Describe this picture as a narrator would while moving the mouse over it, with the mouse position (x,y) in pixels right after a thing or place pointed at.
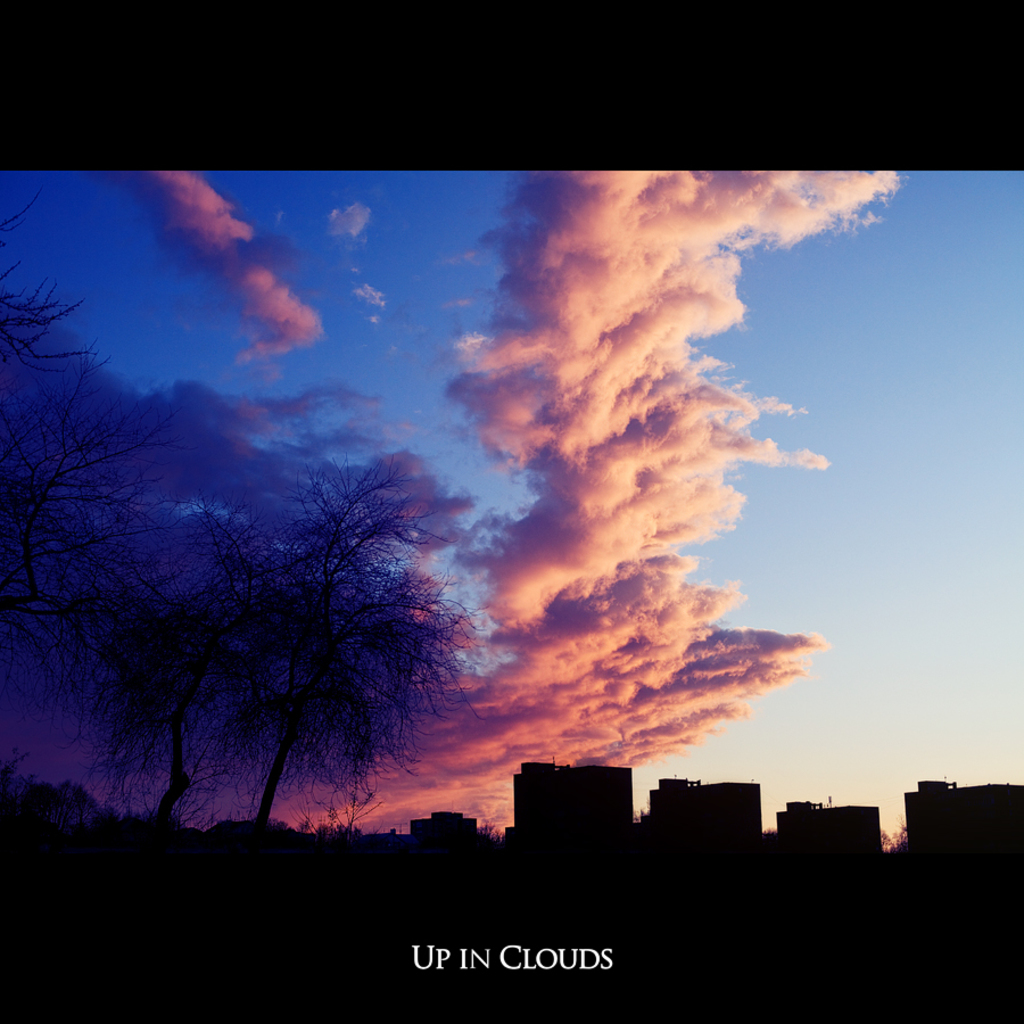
In this image there are few buildings (981,790) and trees (314,690). Top of image (668,336) there is sky (484,456) with some clouds (576,529).
